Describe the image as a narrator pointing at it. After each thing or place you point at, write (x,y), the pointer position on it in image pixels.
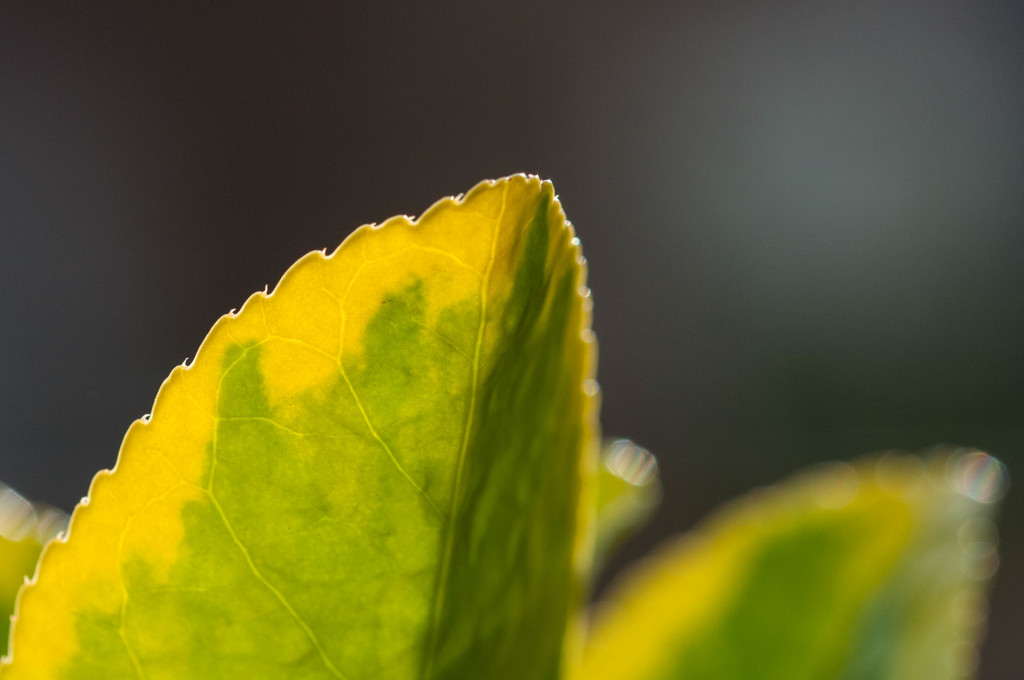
In this picture there are leaves (570,306) and the background (910,335) area of the image is blur.
